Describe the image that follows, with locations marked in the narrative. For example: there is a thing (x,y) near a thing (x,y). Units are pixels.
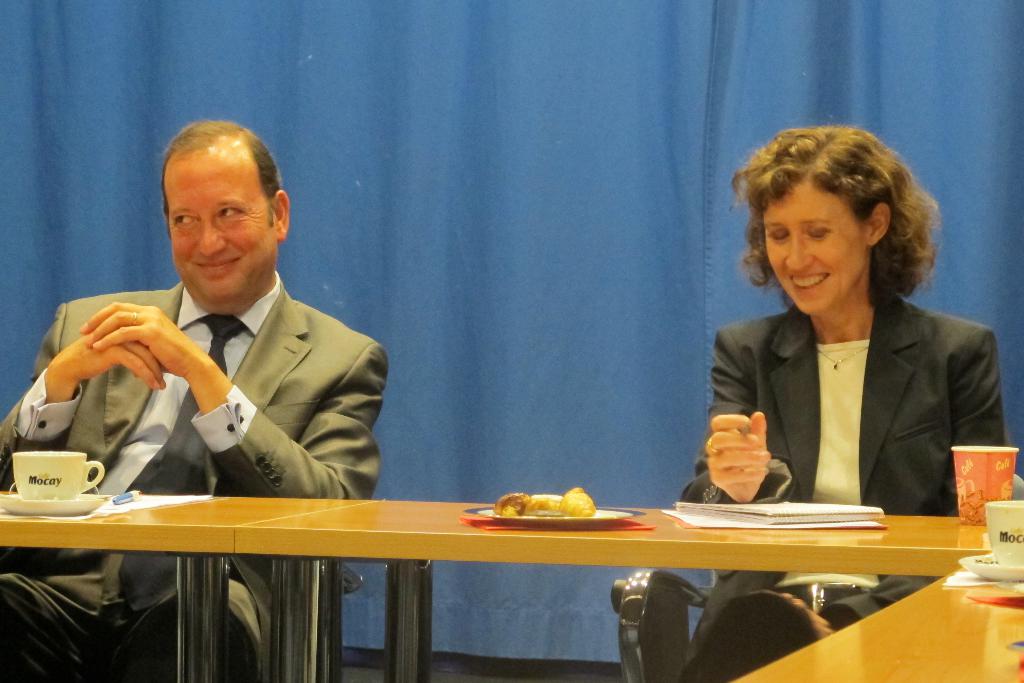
In this picture we can see a man (255,266) and a woman (959,382) sitting on chairs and smiling and in front of them on tables (426,537) we can see cups (81,467), saucers (63,505), papers (137,503), book (797,511), pen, plate (567,522), glass (964,518) and some objects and in the background (542,415) we can see a blue cloth (488,122).
